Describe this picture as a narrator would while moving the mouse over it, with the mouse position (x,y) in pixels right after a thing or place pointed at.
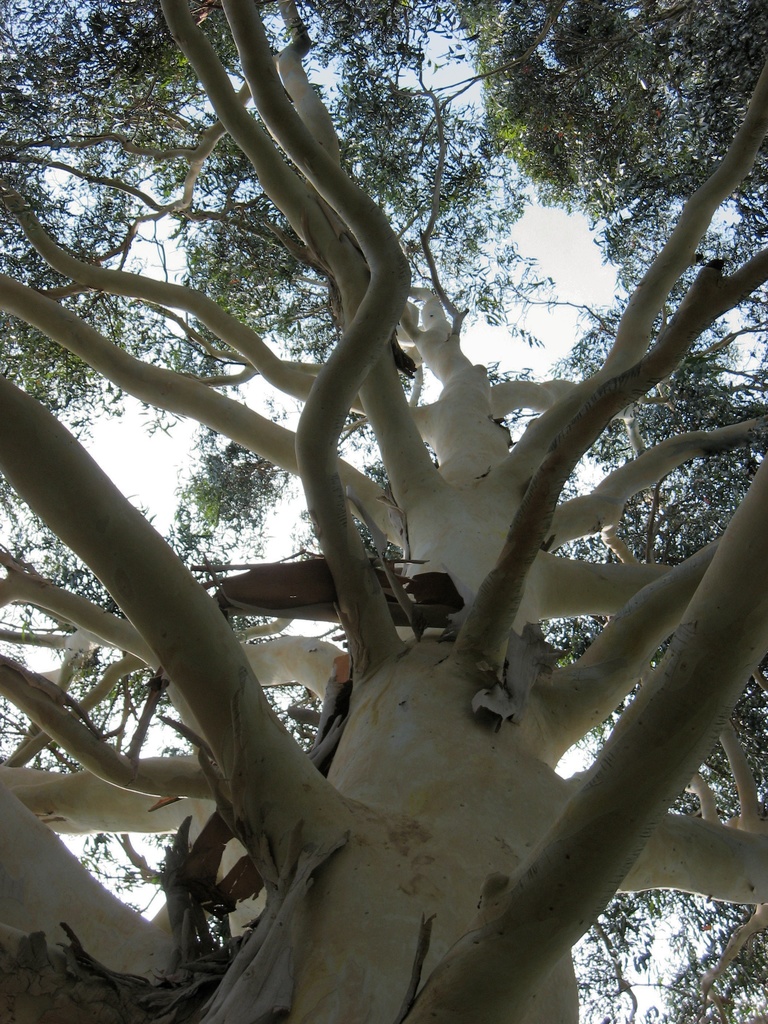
We can see tree (330,197) and sky (546,240).
